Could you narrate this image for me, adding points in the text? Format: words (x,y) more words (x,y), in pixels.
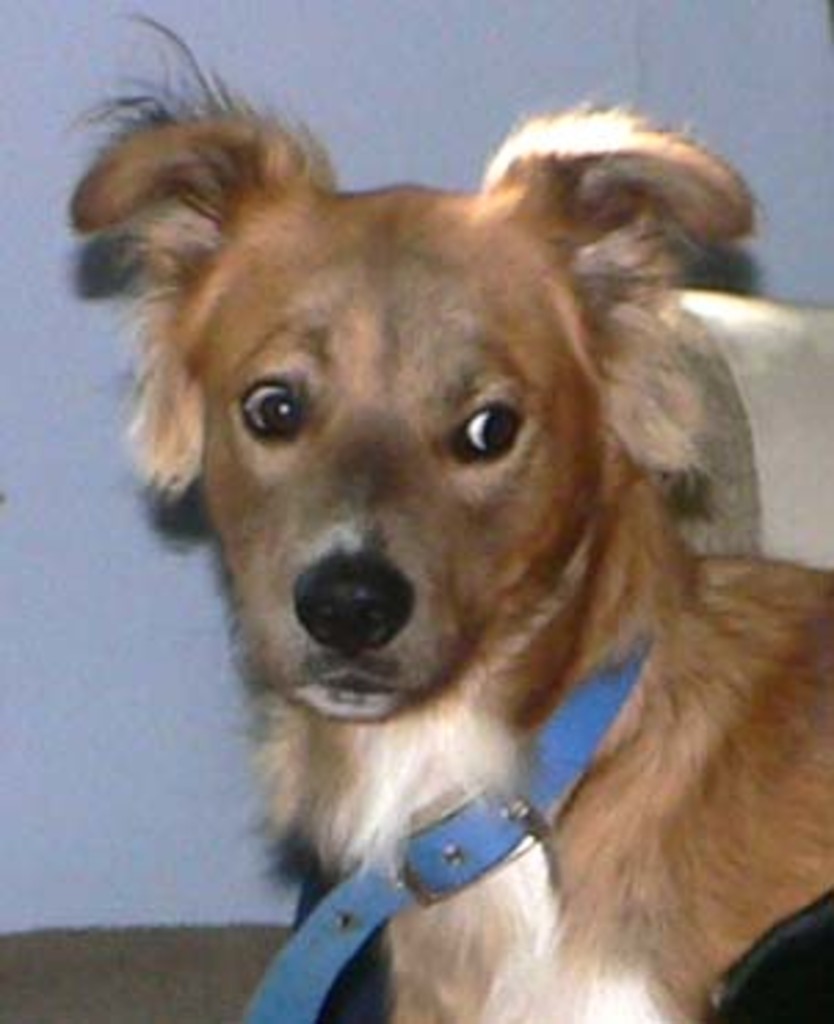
In this picture we can see a dog (512,646) with a belt (577,704) and in the background (24,813) we can see the wall (278,76).
